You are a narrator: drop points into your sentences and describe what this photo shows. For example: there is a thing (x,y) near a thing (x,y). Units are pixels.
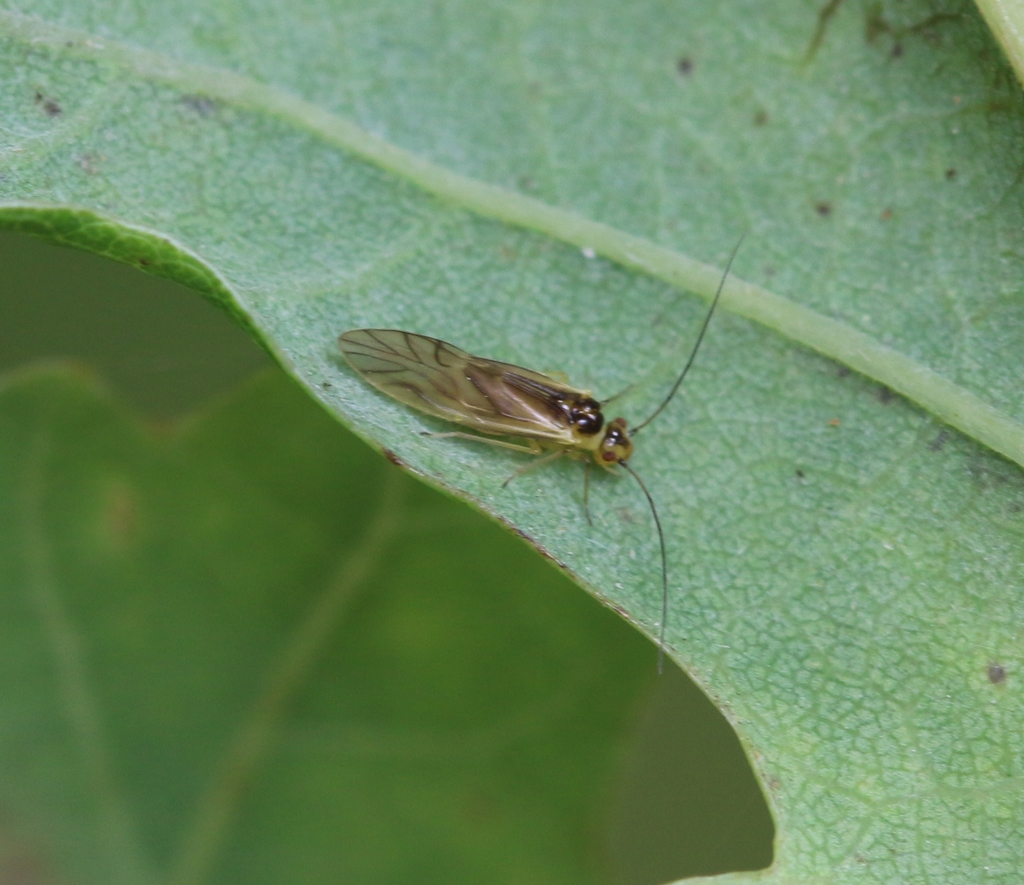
In this picture we can see one insect (467,406) on the leaf (458,483).
